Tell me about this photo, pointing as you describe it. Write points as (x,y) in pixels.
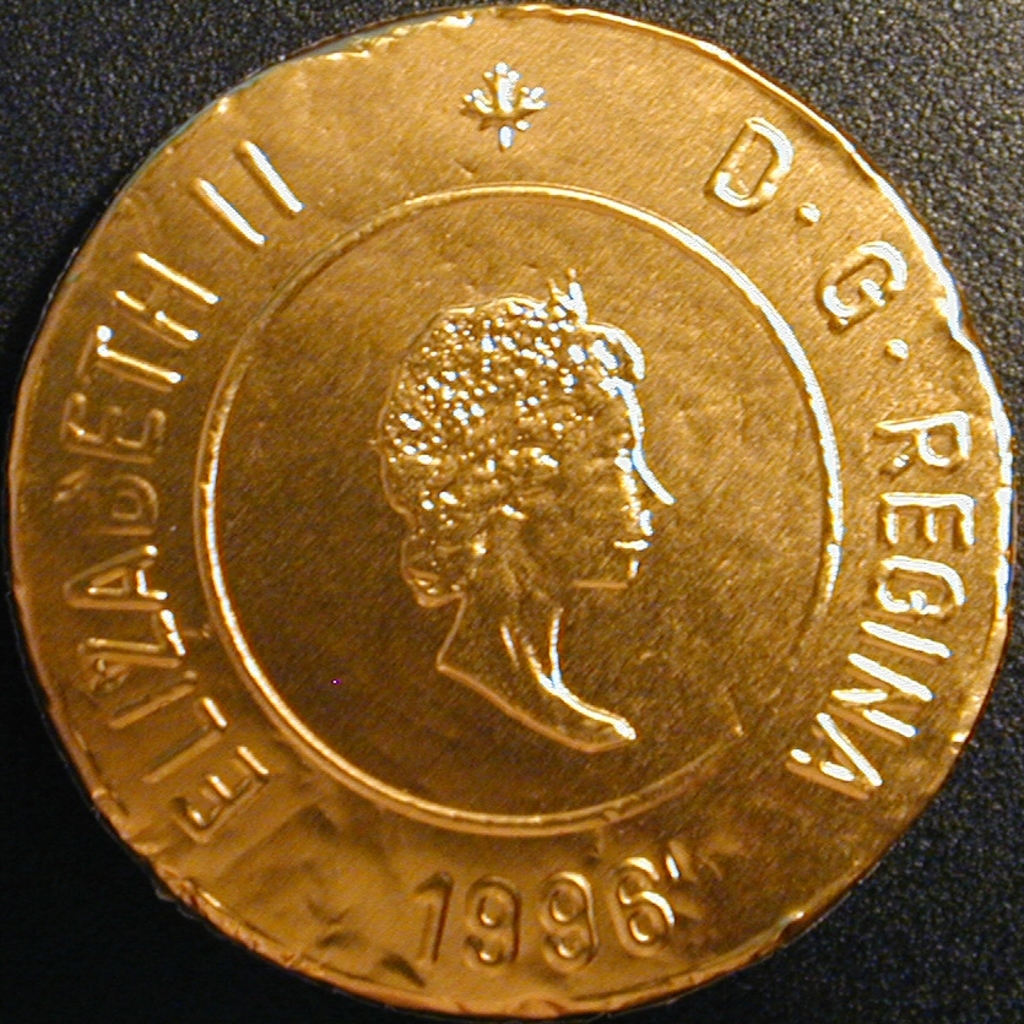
In this image we can see a coin (679,546) placed on the surface (997,952).
